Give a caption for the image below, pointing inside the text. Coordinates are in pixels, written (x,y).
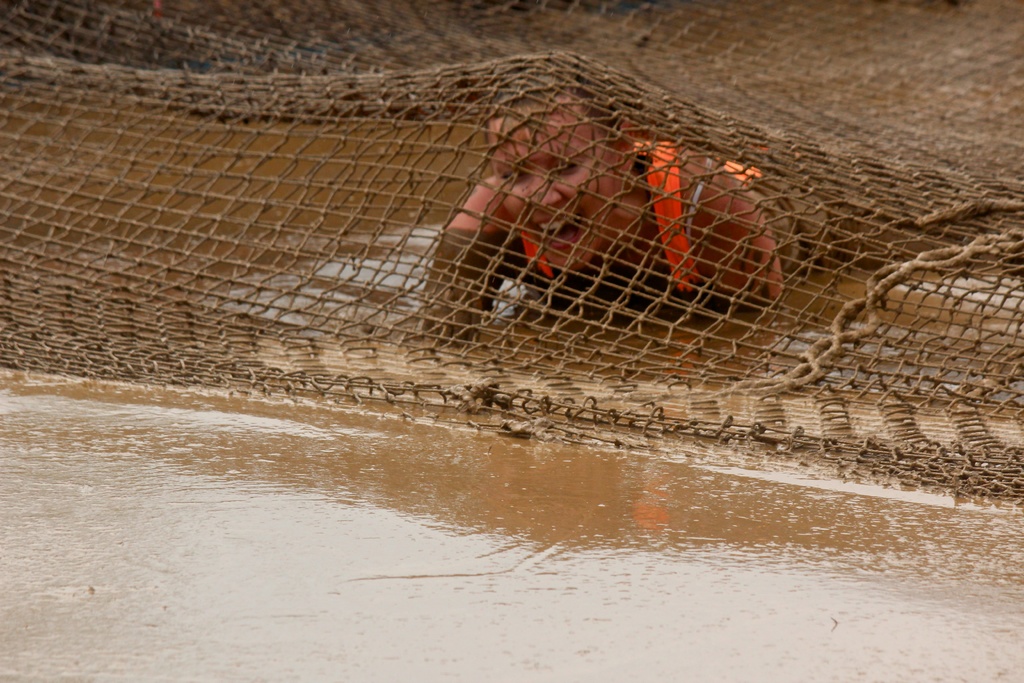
In the center of the image (508,293) we can see the net (328,184) on a person (624,201). And we can see the person (662,214) is in the mud (672,461).
